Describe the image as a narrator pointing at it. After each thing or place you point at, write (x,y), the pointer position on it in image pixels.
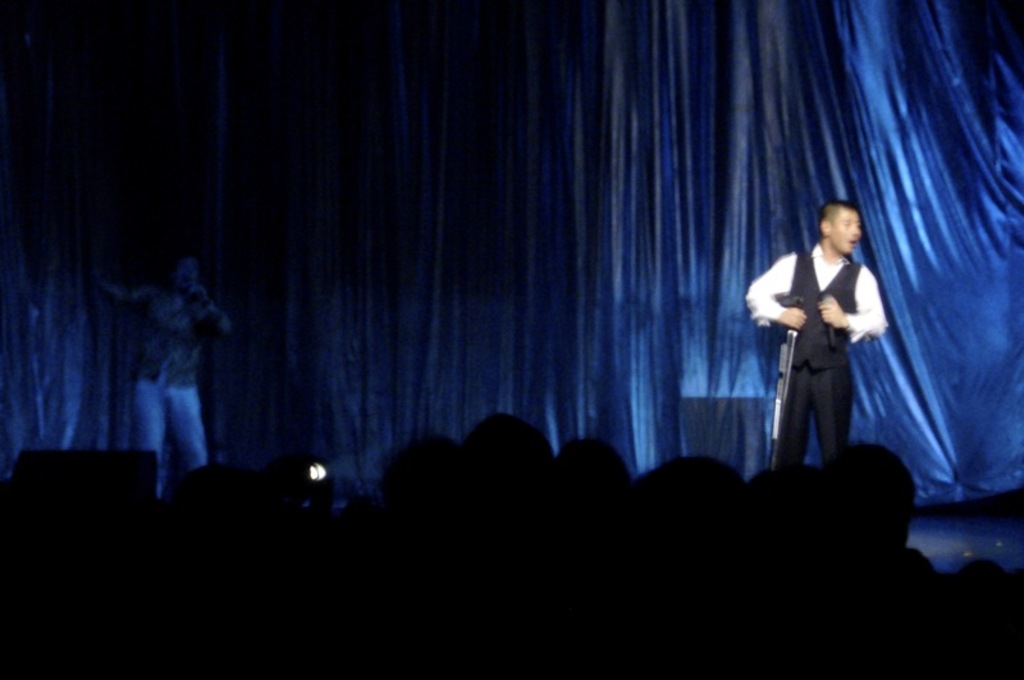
In this picture I can see couple of humans (172,343) performing on the dais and I can see light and a curtain (815,119) in the back (815,119) and I can see audience (368,565) at the bottom of the picture (434,573).
